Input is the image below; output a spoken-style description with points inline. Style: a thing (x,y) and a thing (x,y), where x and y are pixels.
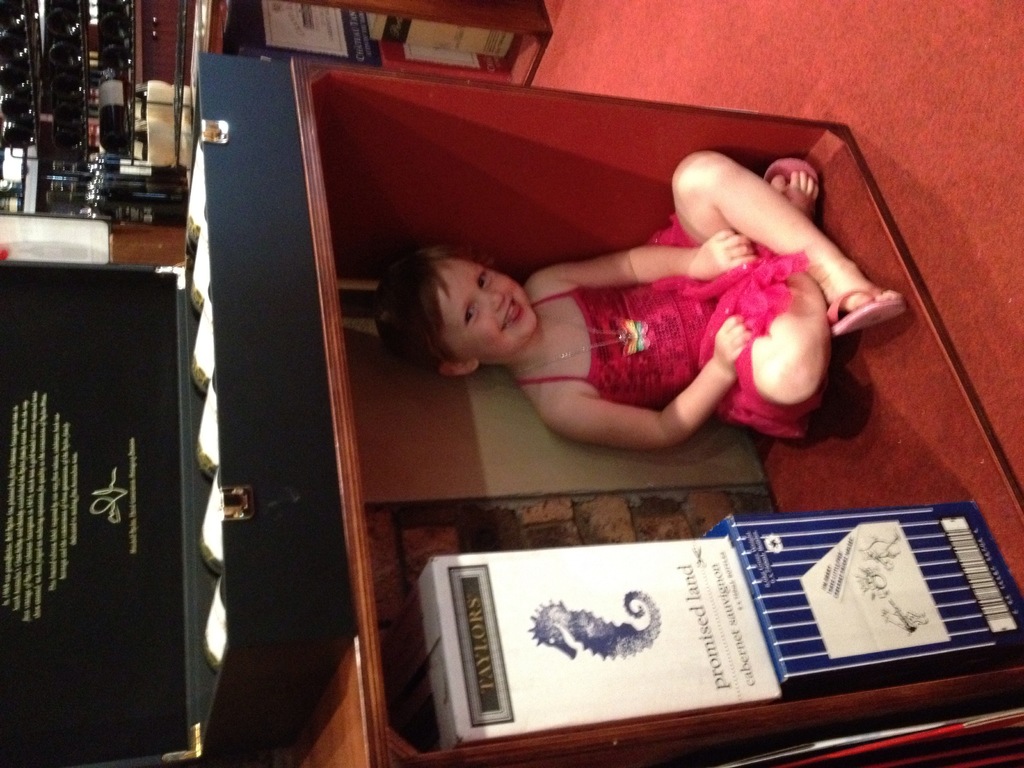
In this picture we can see a kid (785,307) is sitting and smiling, there are boxes (774,545) at the bottom (852,641), on the left side (212,498) we can see a suitcase (262,450), there are some things (143,168) present in the background (177,42).
